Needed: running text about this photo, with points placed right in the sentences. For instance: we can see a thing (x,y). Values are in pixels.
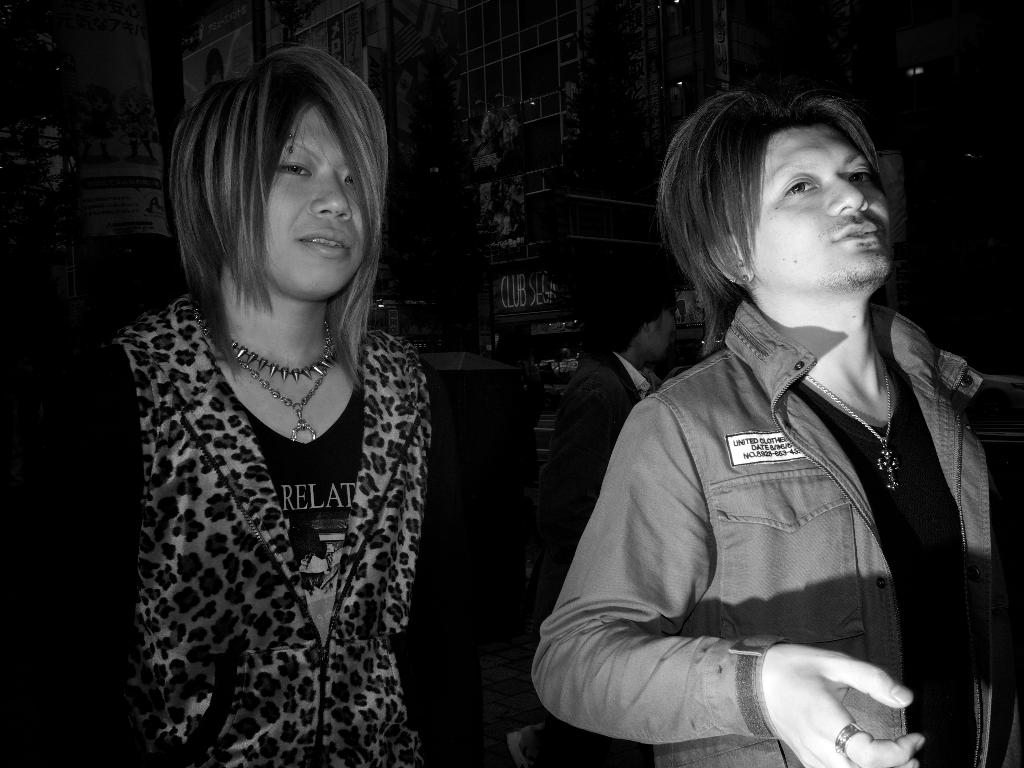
In this image I can see two persons (392,513), background (115,242) is dark, backside of two persons (675,403) I can see another person (645,393).
